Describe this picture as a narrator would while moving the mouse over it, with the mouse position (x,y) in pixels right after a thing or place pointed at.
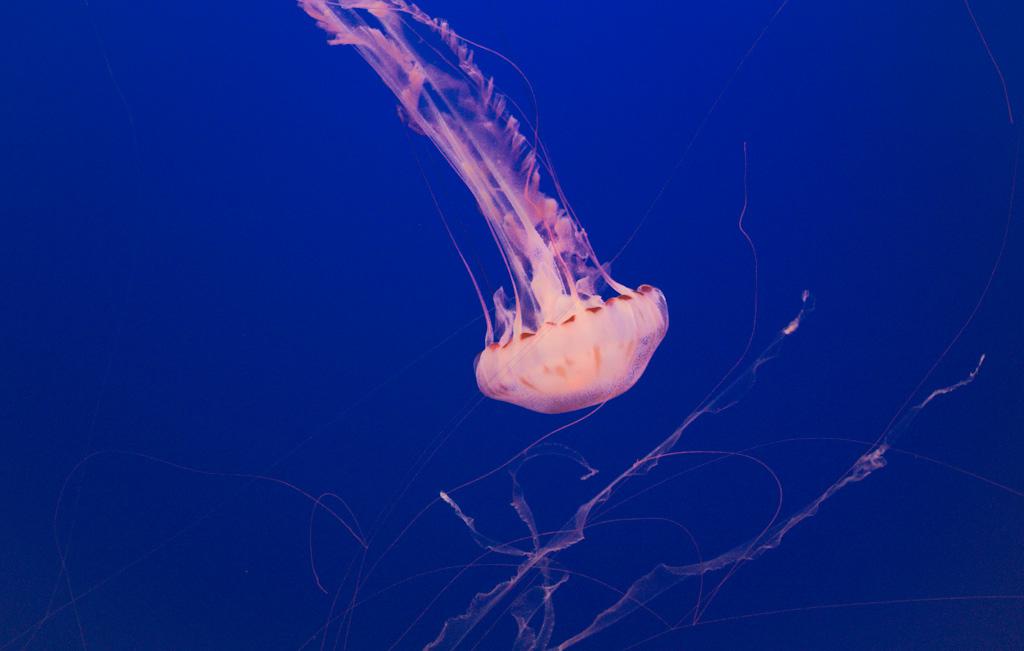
In this image we can see a jellyfish (559,291). In the background of the image (686,141) is in blue color.
